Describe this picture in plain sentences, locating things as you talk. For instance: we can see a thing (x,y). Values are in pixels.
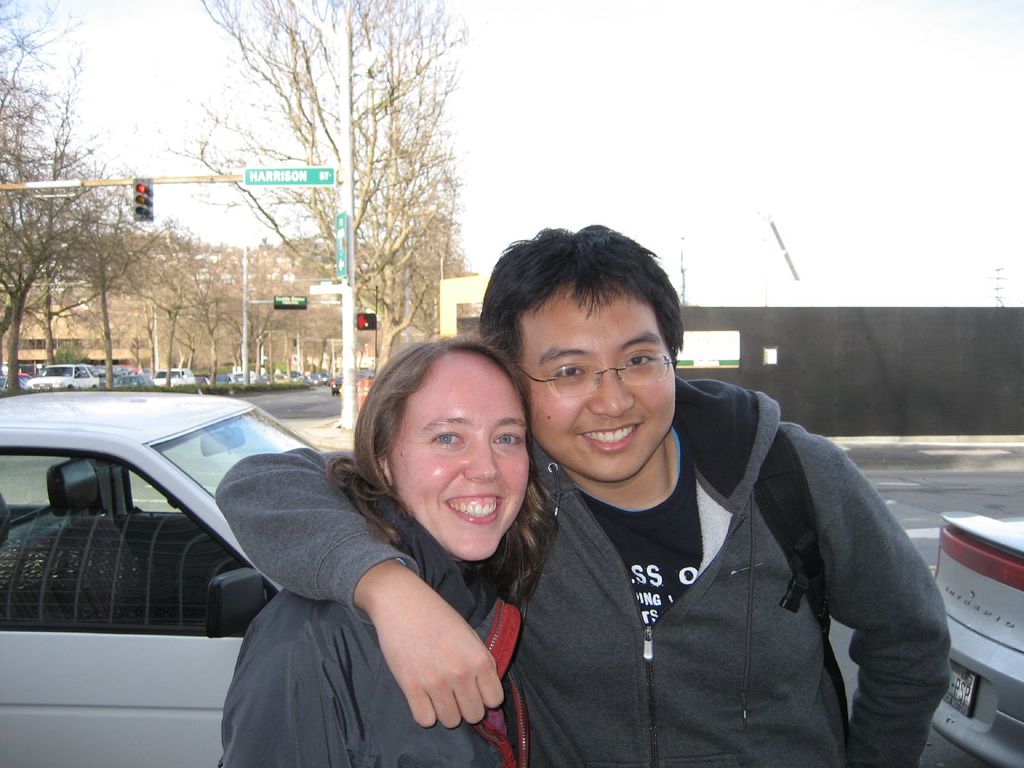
In this image two people (523,567) are standing on the road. Behind them there are cars (967,645) on the road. At the back side (178,179) there is a traffic signal (146,217). At the background (506,17) there are trees (287,104) and sky (711,48).
